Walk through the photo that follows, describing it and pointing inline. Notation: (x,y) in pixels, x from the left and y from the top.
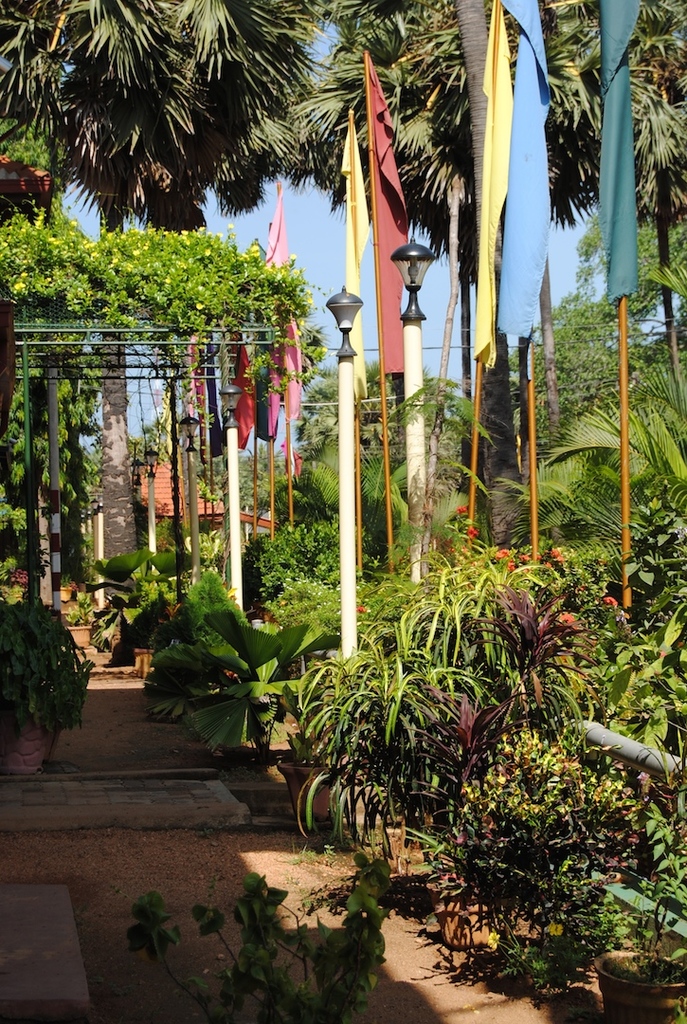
In this image we can see a few plants (484,702), trees (431,427), flags (212,444), light poles (412,368) and sky (328,253) in the background (261,204).
